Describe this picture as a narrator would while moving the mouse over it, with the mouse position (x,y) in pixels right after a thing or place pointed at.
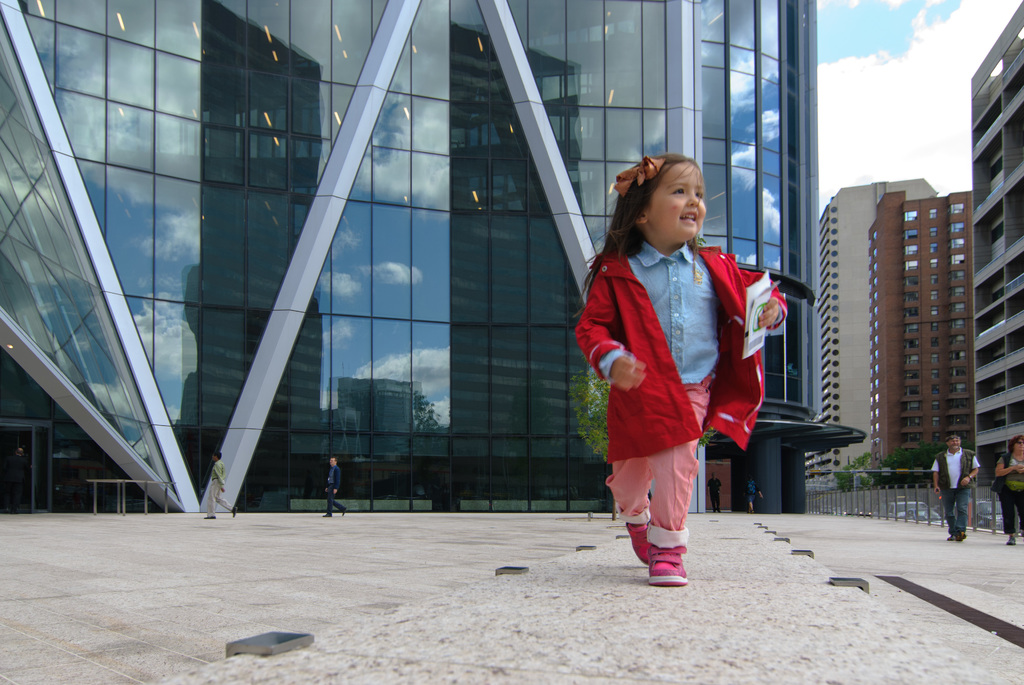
In this image, there are a few people (956,535), buildings (179,95), vehicles (983,507), trees (909,462). We can see the ground (1007,582) and the sky (955,136) with clouds (934,107). We can also see the fence (826,492).
